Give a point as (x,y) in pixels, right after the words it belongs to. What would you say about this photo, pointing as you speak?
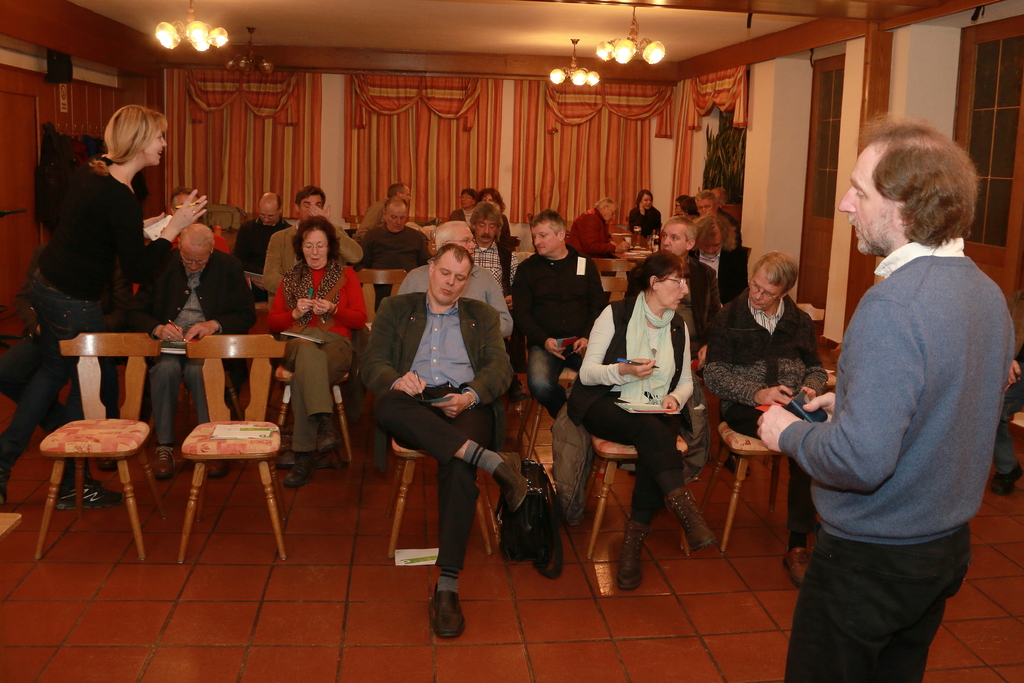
In this image we can see a few people (152,284) who are sitting on a wooden chair (737,447) and they are writing something on a paper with a pen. Here we can see a person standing on the right side (813,678) and there is a woman (111,257) on the left side (153,249) and she is having a conversation with someone (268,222) and she is laughing.
